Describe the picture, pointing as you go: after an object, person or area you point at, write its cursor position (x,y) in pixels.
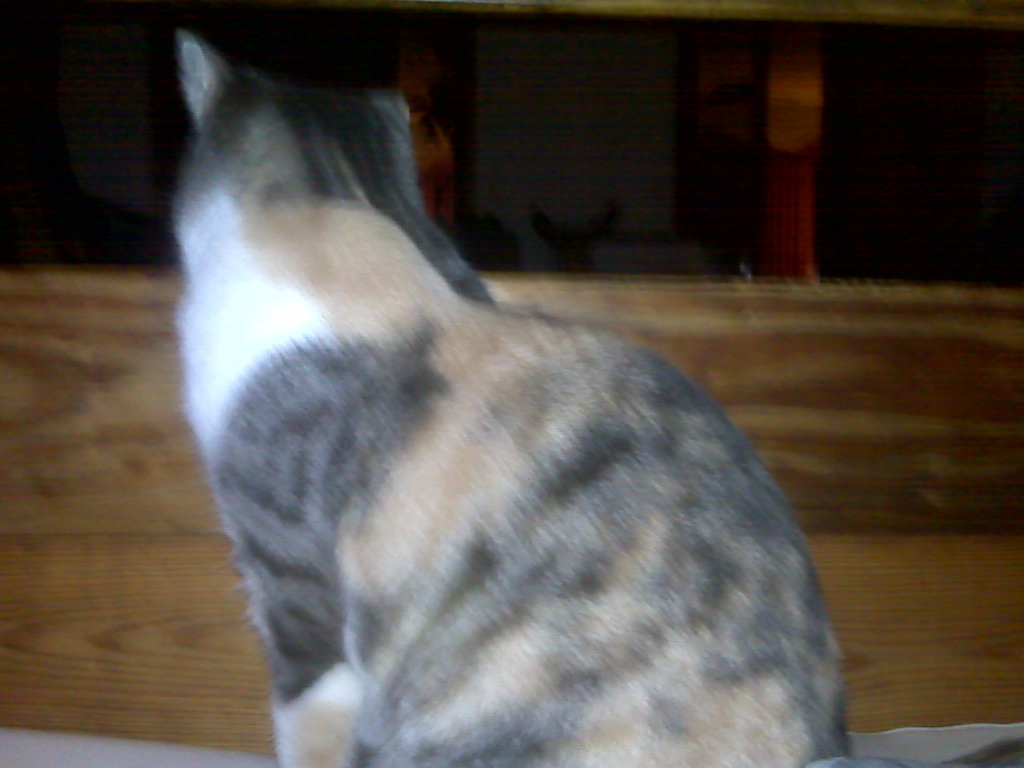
In the image we can see the blurred image of a cat (529,422) and the wooden sheet (144,652).
